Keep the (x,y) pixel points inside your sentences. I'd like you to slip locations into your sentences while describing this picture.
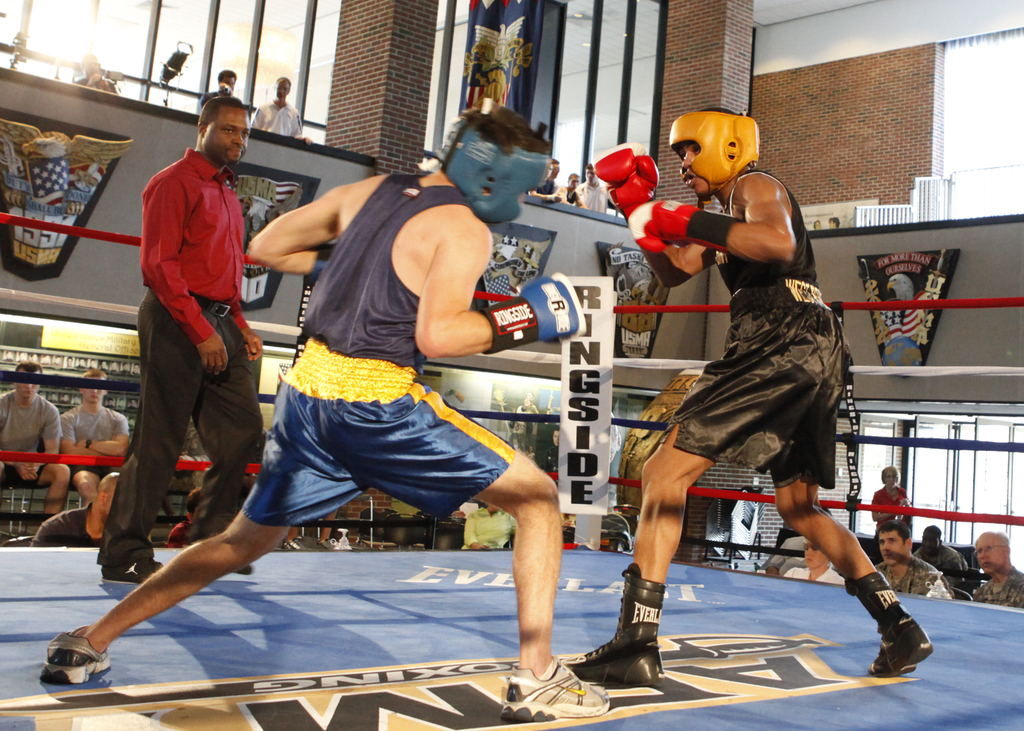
Here a man (498,175) is boxing, he wore a blue color dress (384,316) and on the right side (826,441) another man (755,425) is also boxing. He wore a black color dress (821,371). On the right side (903,559) few people (903,559) are observing from the down side this fighting.
